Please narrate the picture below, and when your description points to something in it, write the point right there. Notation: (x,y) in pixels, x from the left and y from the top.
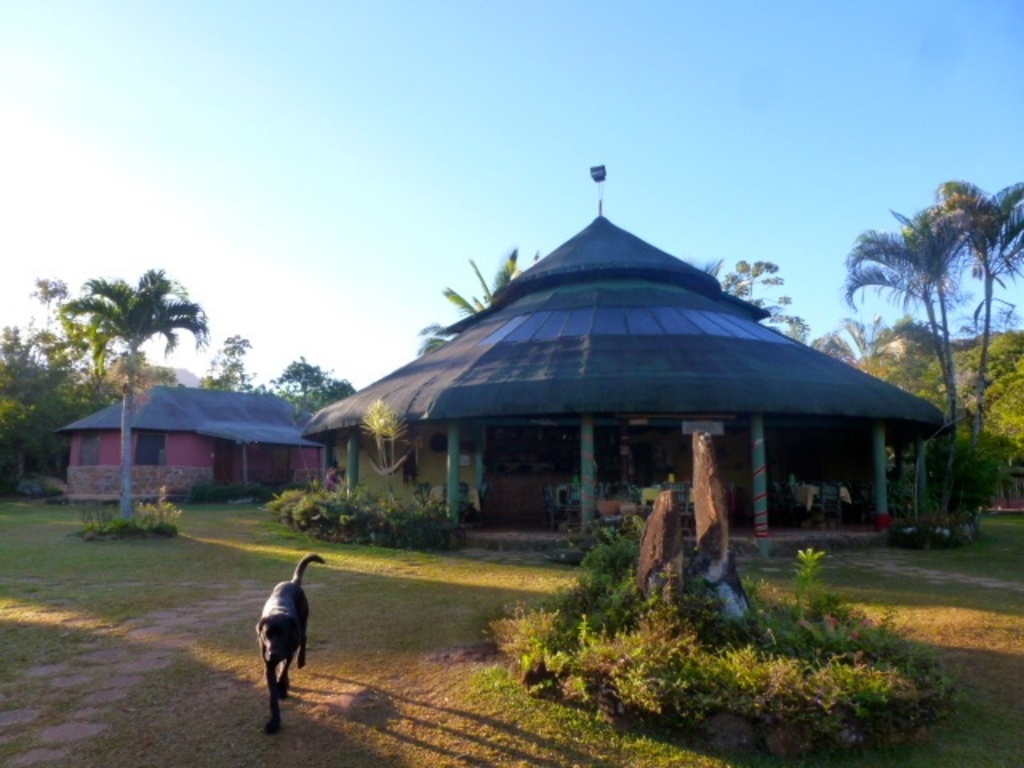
In this image there is a dog (283,609) which is walking on the ground (256,669). In the background (305,457) there are two houses (448,452). At the top (383,76) there is the sky (341,69). There are trees (948,335) around the houses (614,296). In the middle (665,507) there are wooden sticks (662,552) around which there are small plants (690,650). There is a light (597,169) at the top of the house (594,249).
